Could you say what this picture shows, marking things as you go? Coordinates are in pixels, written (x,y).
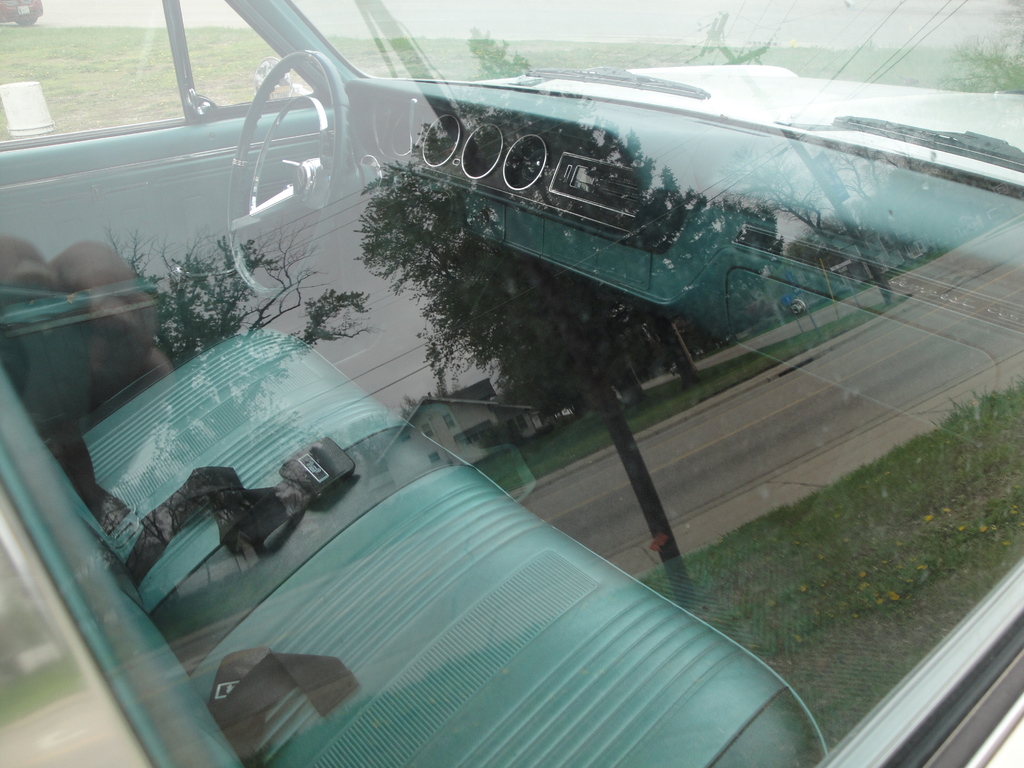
In this image we can see a vehicle (952,193), grass (846,595), road (773,449), houses (446,411), poles (611,412), board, trees (830,235), and sky (405,318).
